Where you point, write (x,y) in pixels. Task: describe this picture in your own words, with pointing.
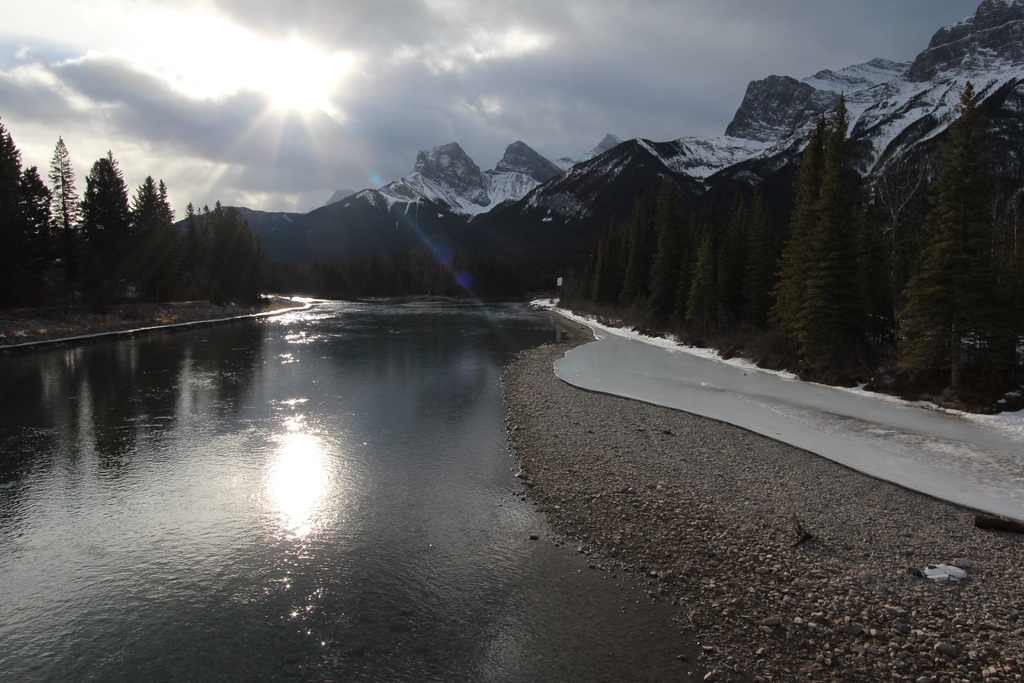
In this image I can see water (438,327), trees (653,283) and mountains (601,206). In the background (306,110) I can see the sky (355,94) and the sun (319,76).
